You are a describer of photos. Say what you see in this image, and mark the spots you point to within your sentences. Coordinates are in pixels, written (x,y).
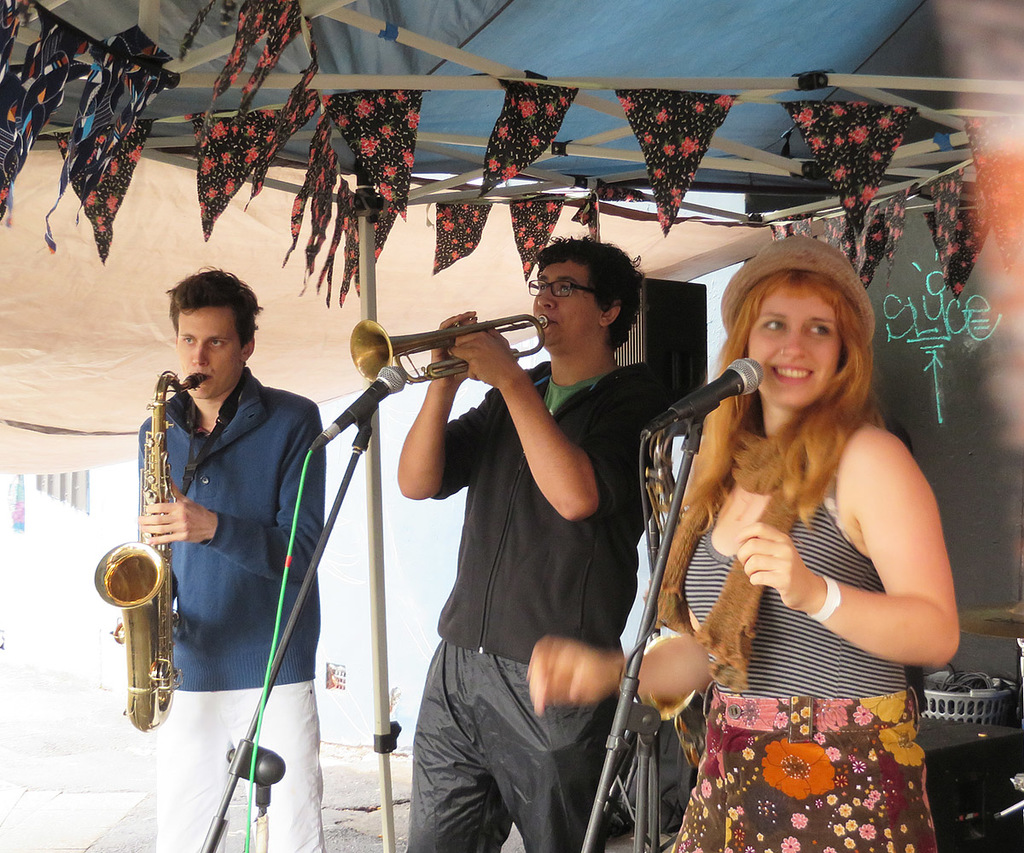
In this image there are people (507,578) playing musical instruments (357,350). There are mics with stands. There is roof (629,147) with some flags (672,142).
